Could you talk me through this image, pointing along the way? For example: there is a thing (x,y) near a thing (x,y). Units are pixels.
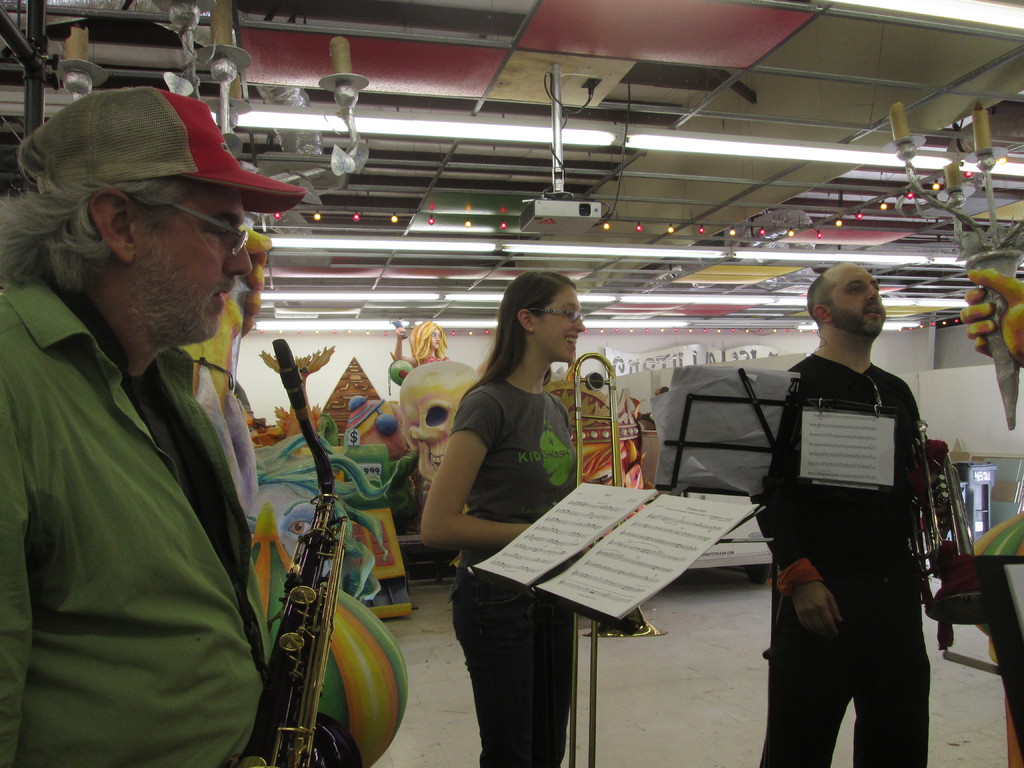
In this picture there is a woman (511,437) wearing grey color t-shirt (531,482) standing and smiling. Beside we can see a man (228,691) wearing green shirt (212,740) holding the saxophone (325,625) in the hand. Behind we can see some decorative panels (342,486) and above we can see the ceiling (542,254) and lights (324,296).
